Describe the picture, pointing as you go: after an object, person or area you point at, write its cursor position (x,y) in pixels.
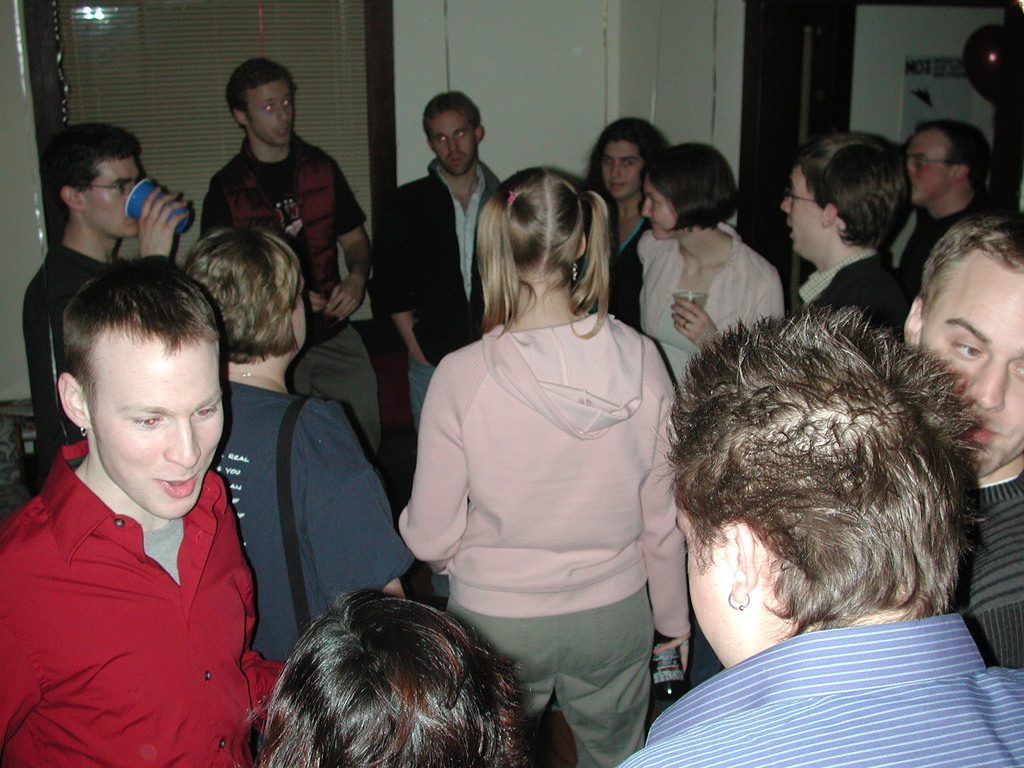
In this image there are group of people (417,348) who are standing on the floor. There is a man (54,256) on the left side (120,203) who is drinking with the cup (135,203). In the middle (532,407) there is a girl (606,559) who is holding the glass bottle (663,653). In the background (213,44) there is a curtain (162,63).
